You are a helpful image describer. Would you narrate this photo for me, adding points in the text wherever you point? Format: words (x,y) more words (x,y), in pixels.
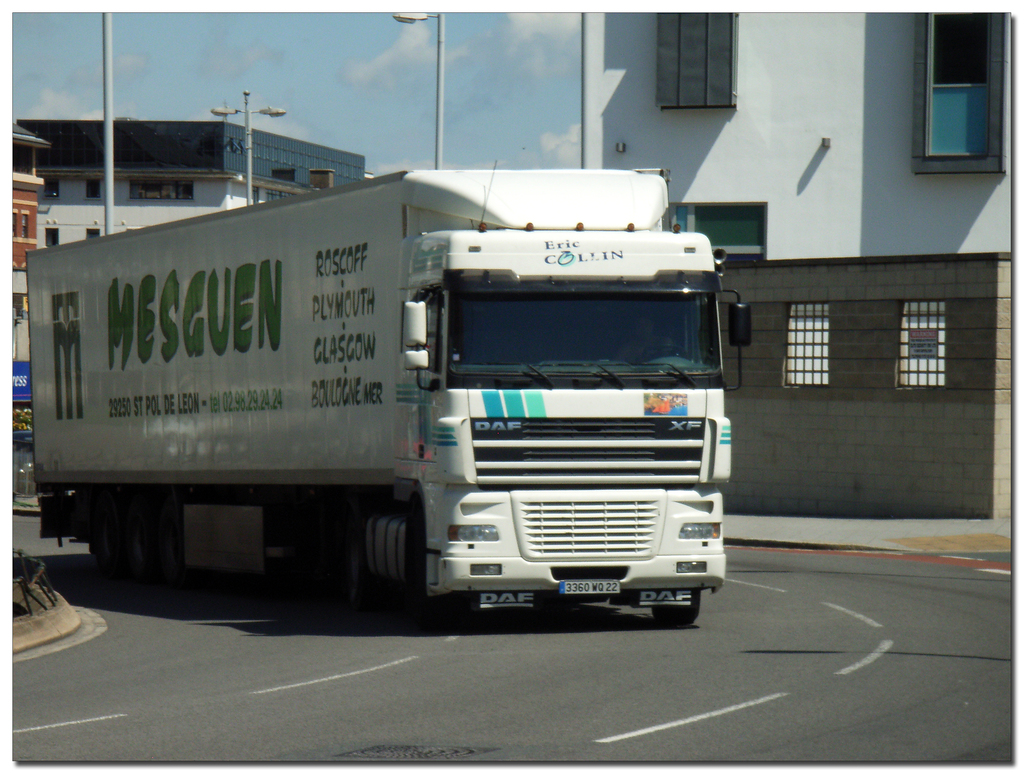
In the center of the image (567,510) we can see a truck (250,369). In the background of the image (1010,130) we can see the buildings (970,178), windows (937,52), wall (963,394), poles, lights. At the bottom of the image (402,670) we can see the road (402,670). At the top of the image (538,49) we can see the clouds (526,13) in the sky (280,126).
